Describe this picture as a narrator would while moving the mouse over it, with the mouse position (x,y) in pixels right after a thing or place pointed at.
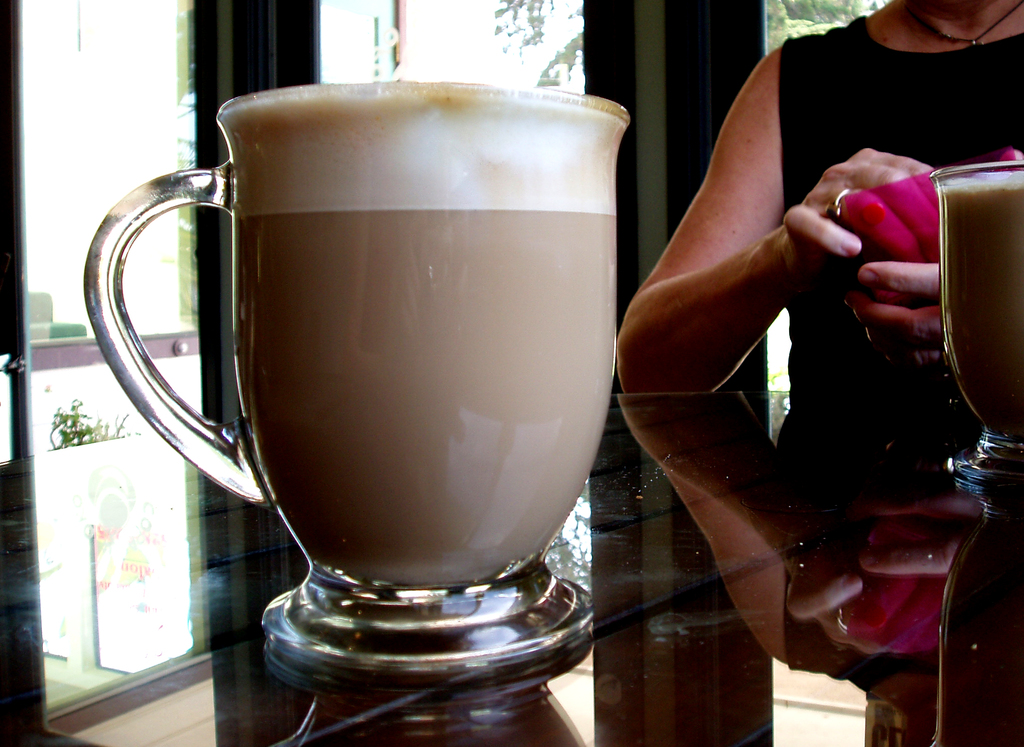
Here we can see a cup (133,366) placed on a table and in front of it we can see a woman (840,151).
